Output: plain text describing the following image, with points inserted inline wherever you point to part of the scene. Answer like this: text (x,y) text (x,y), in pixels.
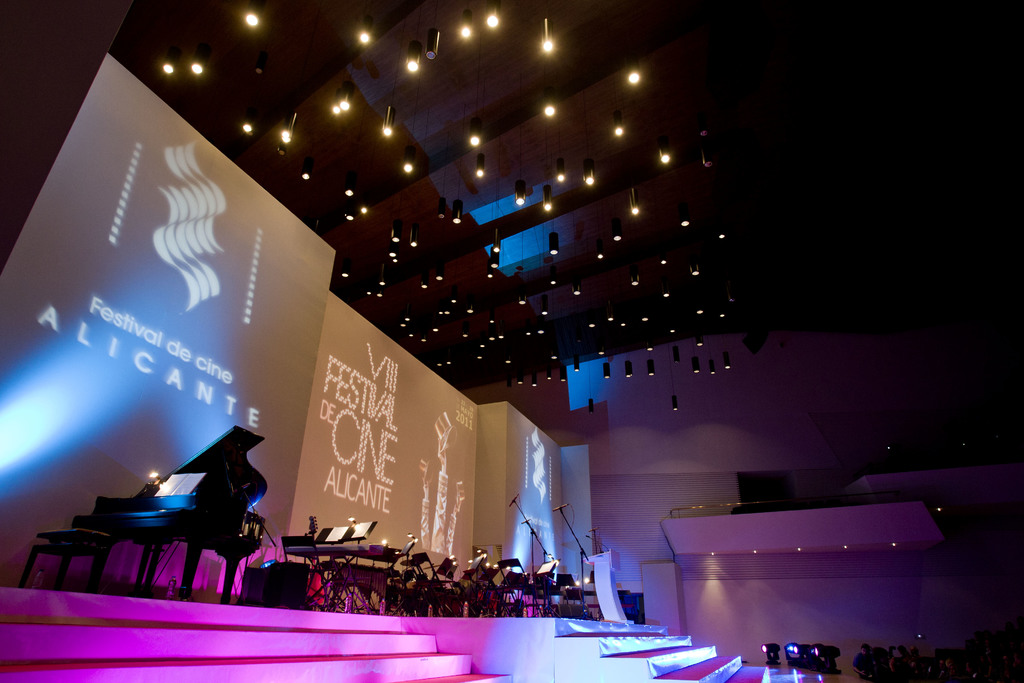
In this image I can see many musical instruments (360,582) on the stage (104,599). At the back (235,301) there is a banner (301,415) and at the top (515,192) there are many lights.
